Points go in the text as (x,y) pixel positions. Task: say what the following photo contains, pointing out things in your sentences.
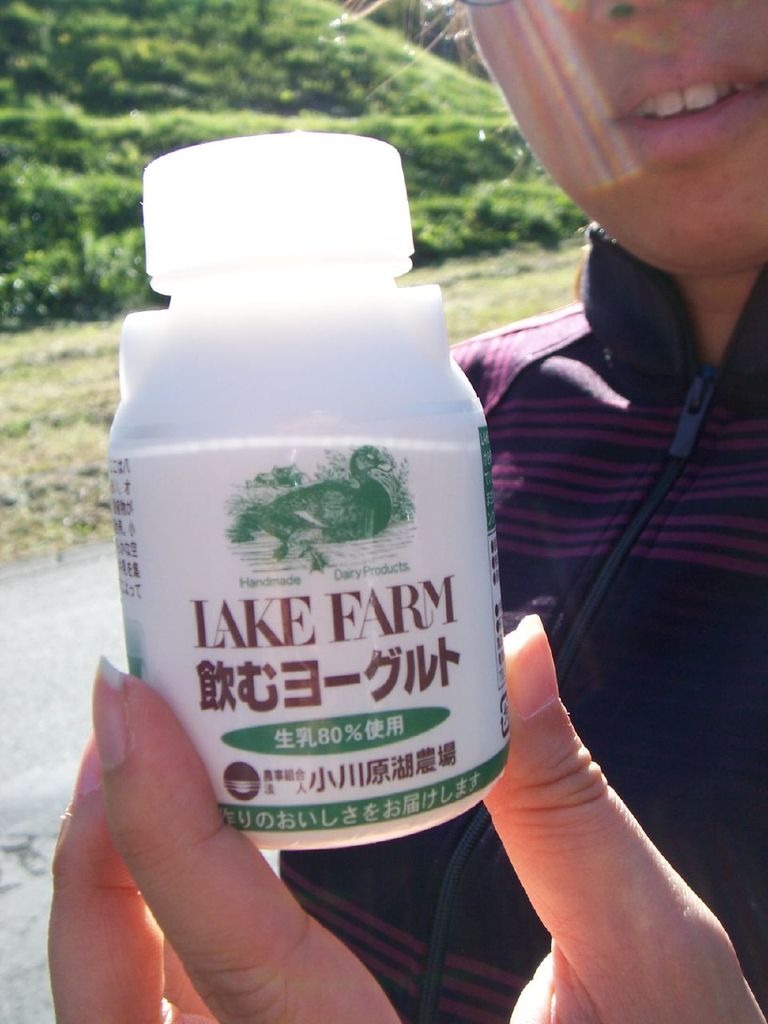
In this image i can see a person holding a bottle (353,621).
